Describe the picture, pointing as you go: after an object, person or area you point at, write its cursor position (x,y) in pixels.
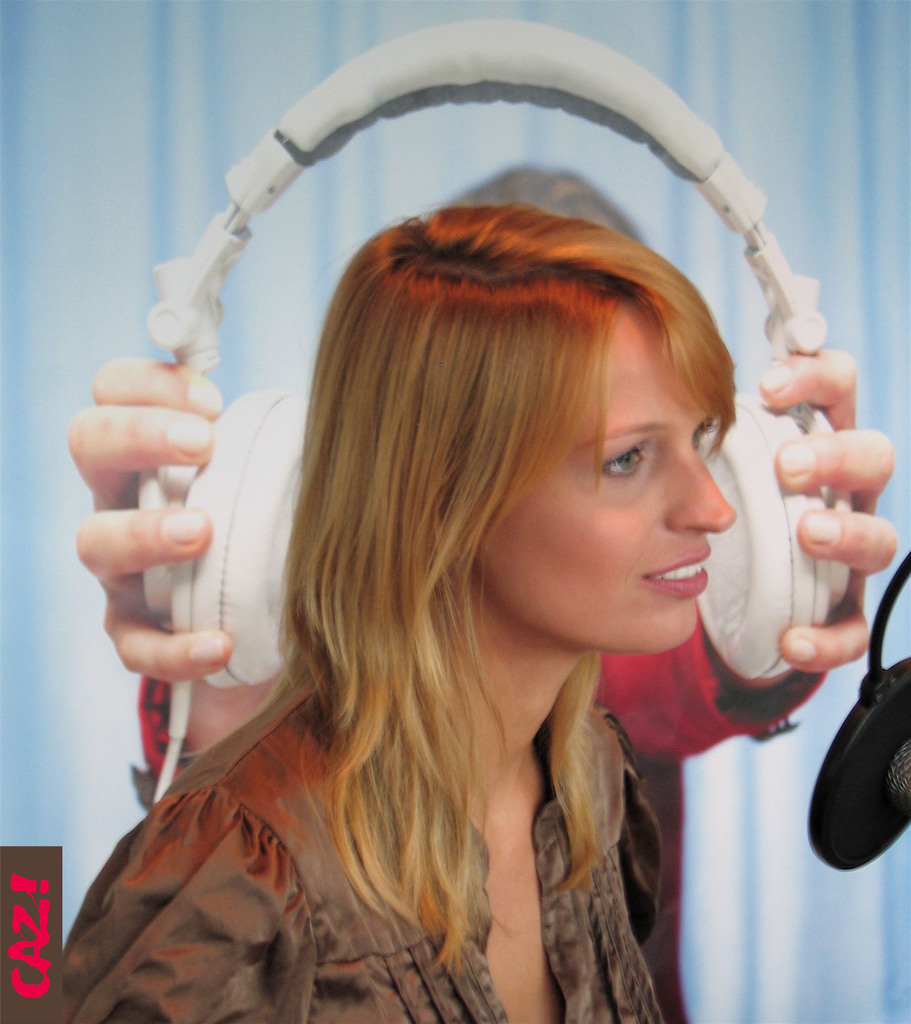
In this image there is a woman (443,824). Behind there is a person (126,547) holding headsets (799,614). Background (147,211) there is a curtain (704,3). Right side (893,795) there is an object (847,747).
